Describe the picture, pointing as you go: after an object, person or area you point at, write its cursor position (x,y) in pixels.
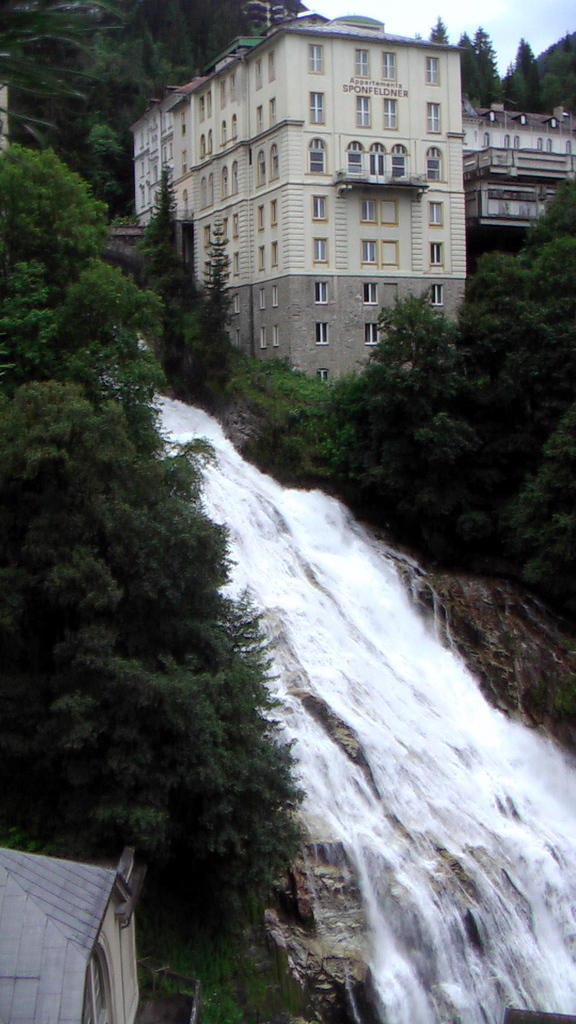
In the foreground of this image (353,734), there is a waterfall (303,656). On the left (62,580), there are trees (185,916) and a house (84,966) at the bottom (92,972). In the background (310,189), there are buildings (375,137), trees (524,44) and the sky (498,23).
